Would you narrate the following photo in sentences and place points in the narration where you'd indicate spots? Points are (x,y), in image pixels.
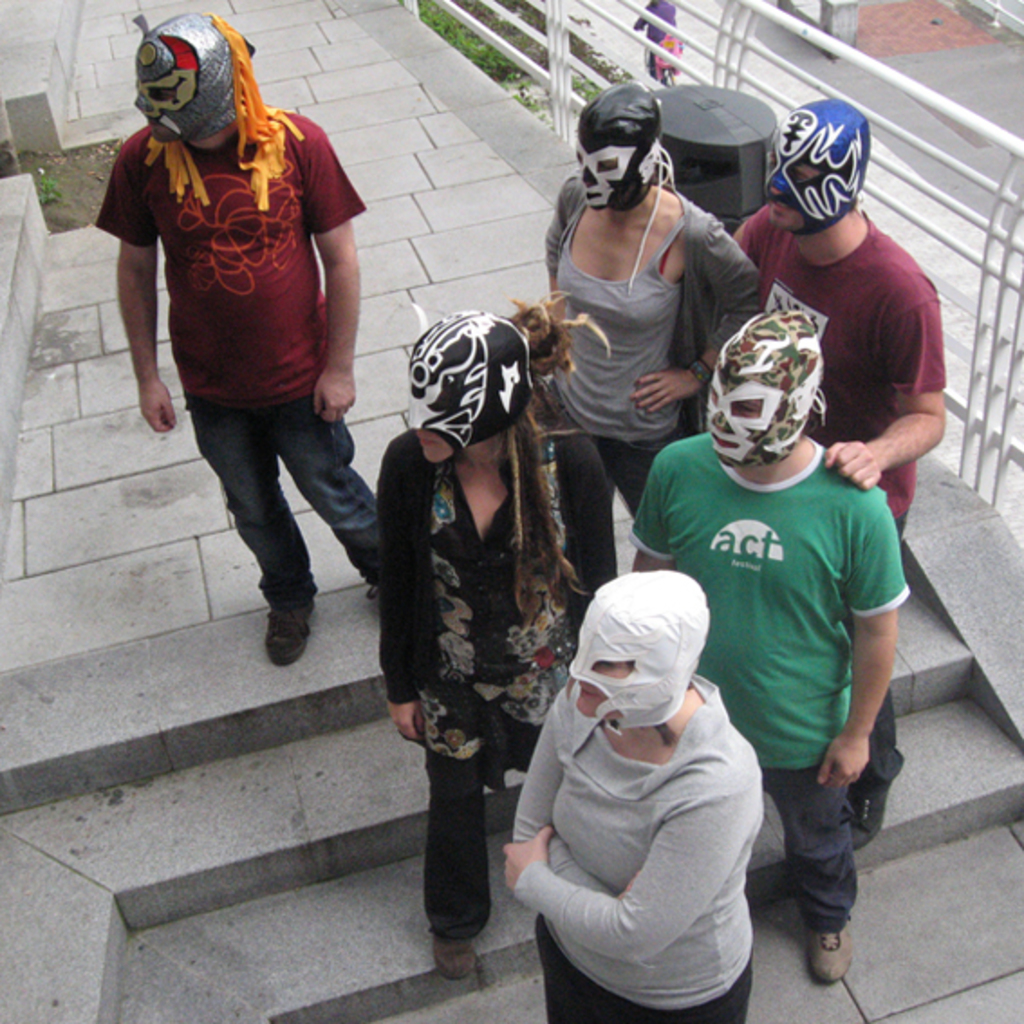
In this image there is a group of persons (675,476) are wearing masks (638,110) and there is a ground (166,492) in the background (112,538). There is a fencing (671,62) on the top right side of this image (911,222).
